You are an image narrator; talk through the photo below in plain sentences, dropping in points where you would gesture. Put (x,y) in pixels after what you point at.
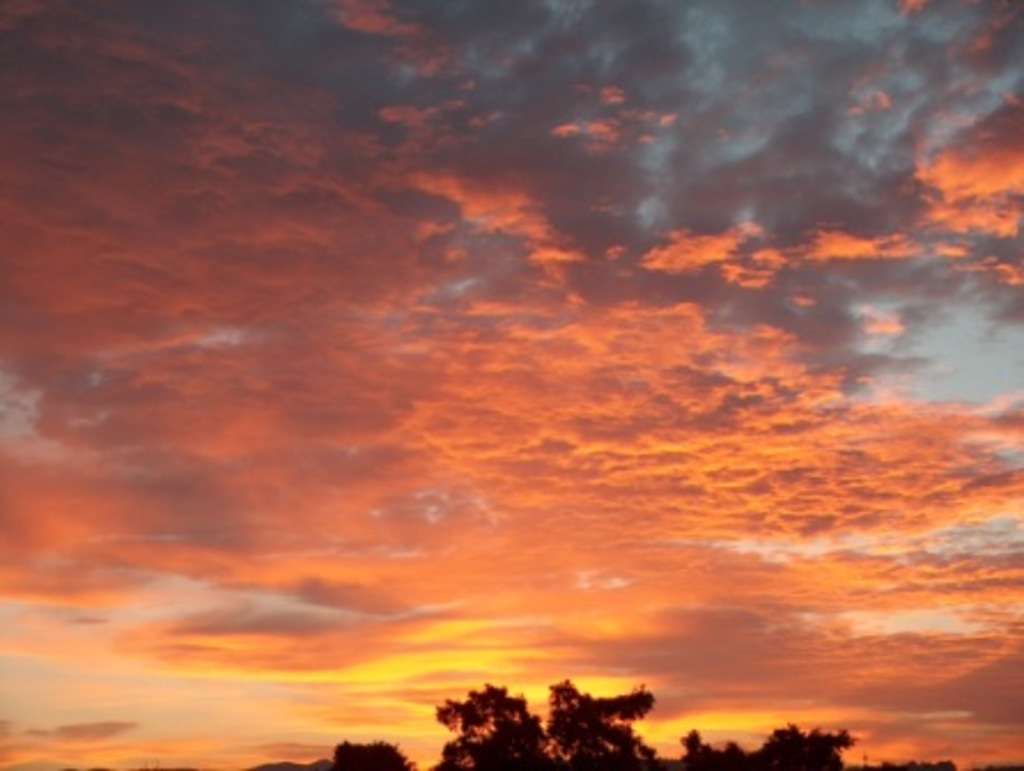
Here we can see clouds (566,479) in the sky (566,479) and at the bottom (512,756) there are trees (467,757).
